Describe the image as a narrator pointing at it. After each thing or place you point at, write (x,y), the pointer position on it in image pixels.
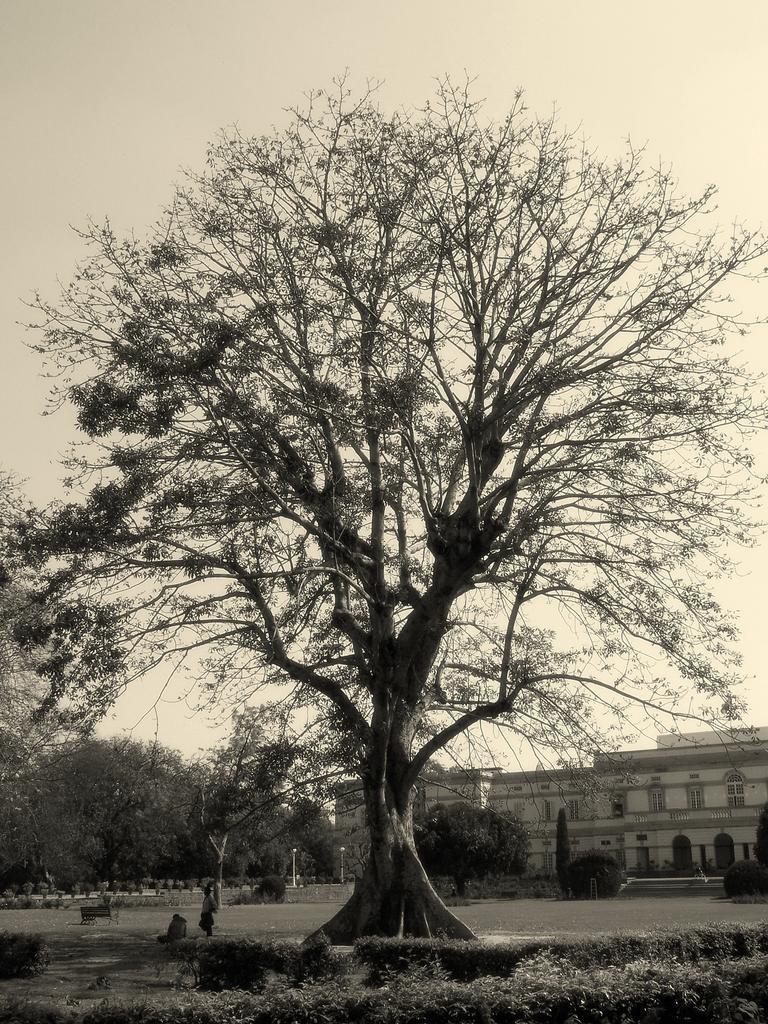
This is a black and white image. In this image we can see a group of trees (406,803), grass (242,934), some plants (307,949), a person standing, some poles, a fence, some buildings (717,782) and the sky (128,715) which looks cloudy.
